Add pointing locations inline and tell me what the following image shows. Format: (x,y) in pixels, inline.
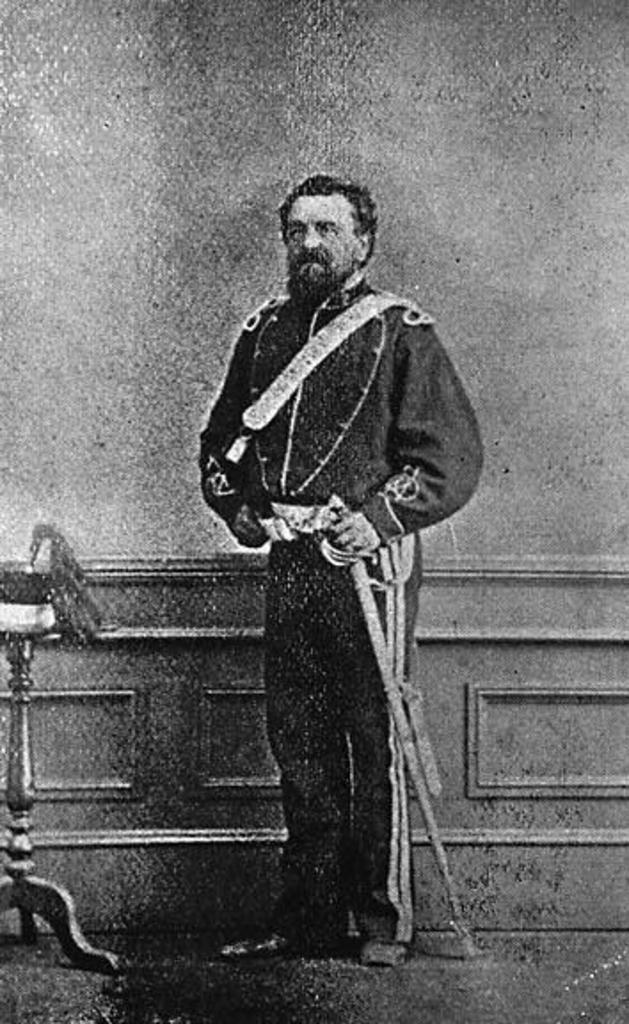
This is a black and white image. In which, there is a person (379,792) standing on the floor (364,986). Beside him, there is a stand (69,905). In the background (334,56), there is a wall (578,841).
